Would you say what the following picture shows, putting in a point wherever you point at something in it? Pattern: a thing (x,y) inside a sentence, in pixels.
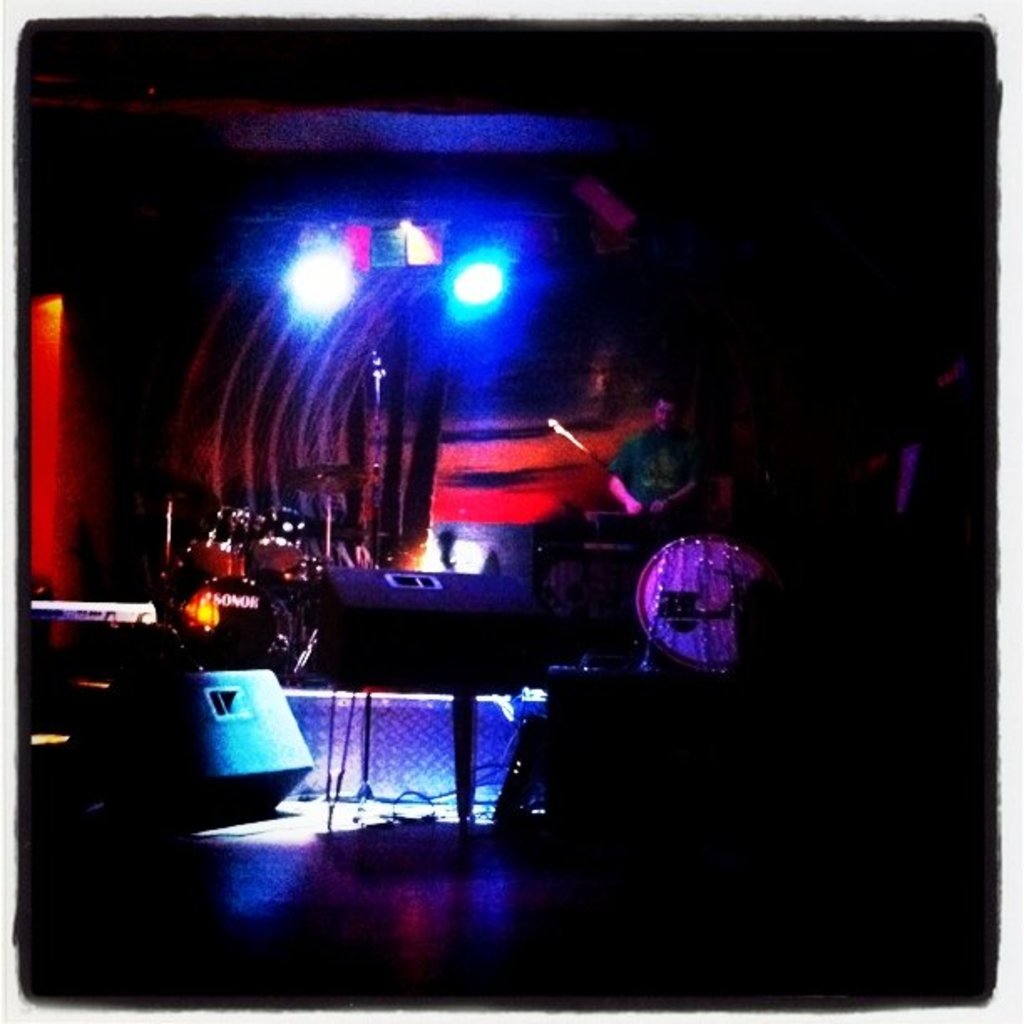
There are musical instruments (651,596) and speakers (389,612) arranged on a stage (613,709). In the background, there is a person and there are lights (409,246) arranged. And the background (863,406) is dark in color.
